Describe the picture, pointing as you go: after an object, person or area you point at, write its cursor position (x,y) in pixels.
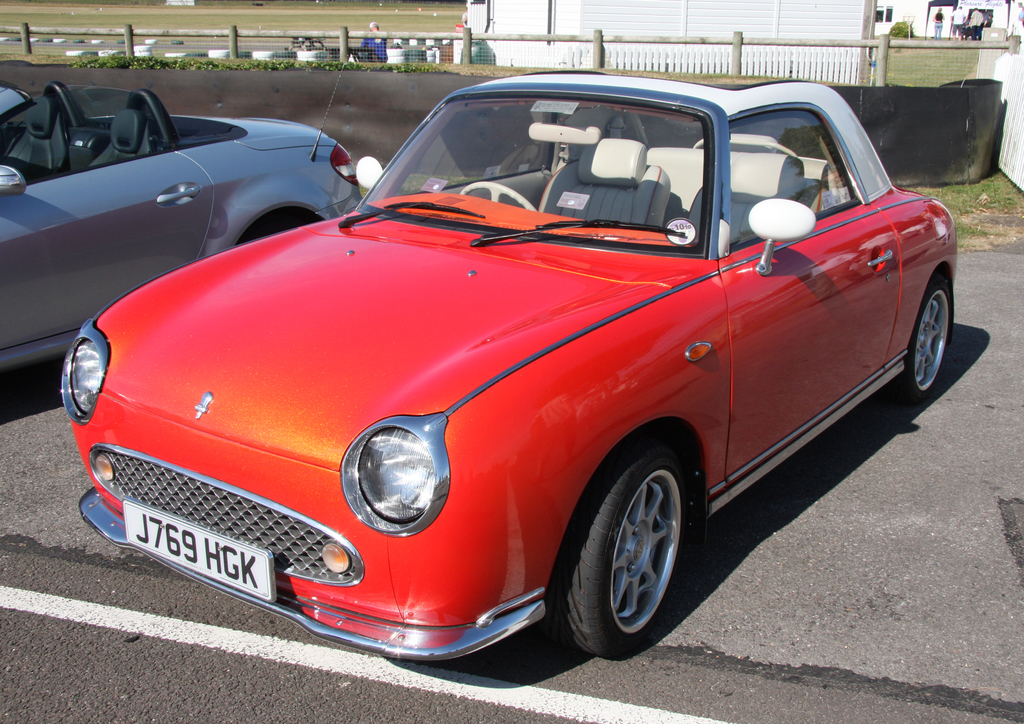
At the bottom of the picture (305,680), we see the road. In this picture, we see the cars (140,220) in grey and red color are parked on the road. Behind that, we see a black color sheet (940,125), railing (712,69) and a man (374,27) in the blue shirt (383,46) is standing. Beside him, we see a building (715,17) in white color. In the right top (975,15), we see the people (955,15) are standing. Beside them, we see the shrubs (904,26). In front of them, we see a building (620,29) in white color.
